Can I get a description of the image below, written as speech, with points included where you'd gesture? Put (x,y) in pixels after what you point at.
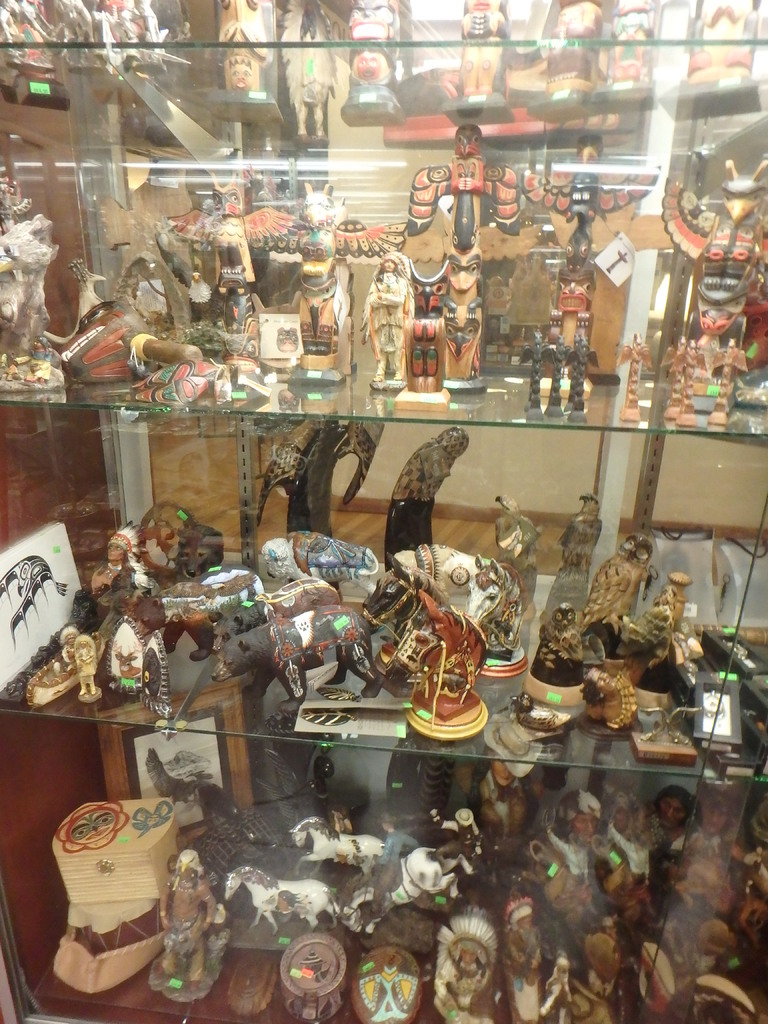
In this image there are few idols (265,625) in the shelves (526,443). There are few animal idols (324,603), persons idols (576,890) and few birds idols (605,576) are in the shelves (295,1018). Behind it there is wall (685,471).
